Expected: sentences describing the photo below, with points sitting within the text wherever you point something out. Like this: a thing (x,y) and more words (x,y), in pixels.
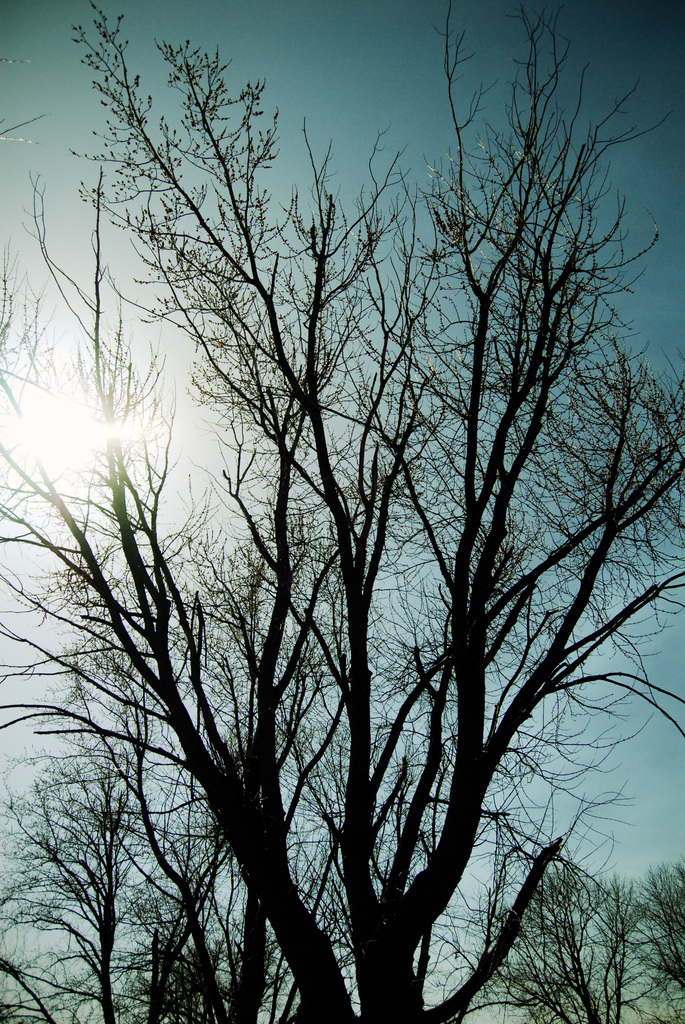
In the image there is a tree (476,773) with branches (476,773) and without leaves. In the background (595,968) there are trees (619,903). And also there is sky (202,535) with sunlight (66,385).
